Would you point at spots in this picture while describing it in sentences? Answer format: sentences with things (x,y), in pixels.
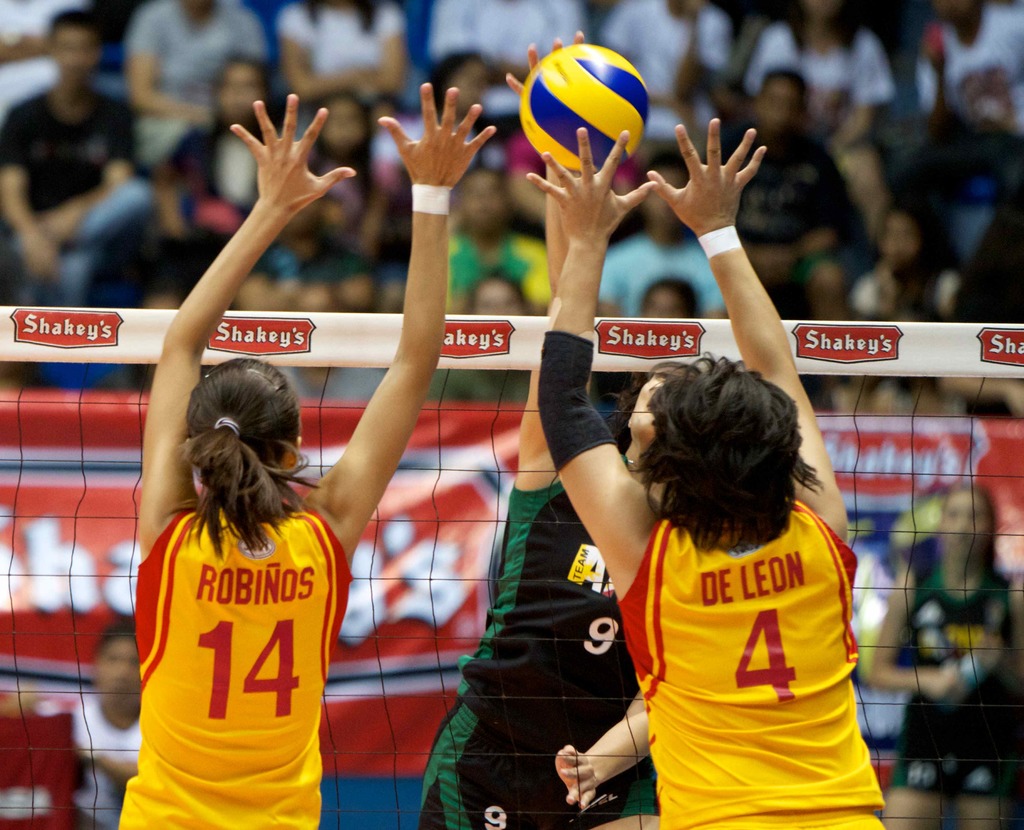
In the image there are few persons (312,791) standing on either side of net (486,350) playing volleyball and in the background (181,124) there are many people (187,91) sitting on chair (418,63) and looking at the game.
